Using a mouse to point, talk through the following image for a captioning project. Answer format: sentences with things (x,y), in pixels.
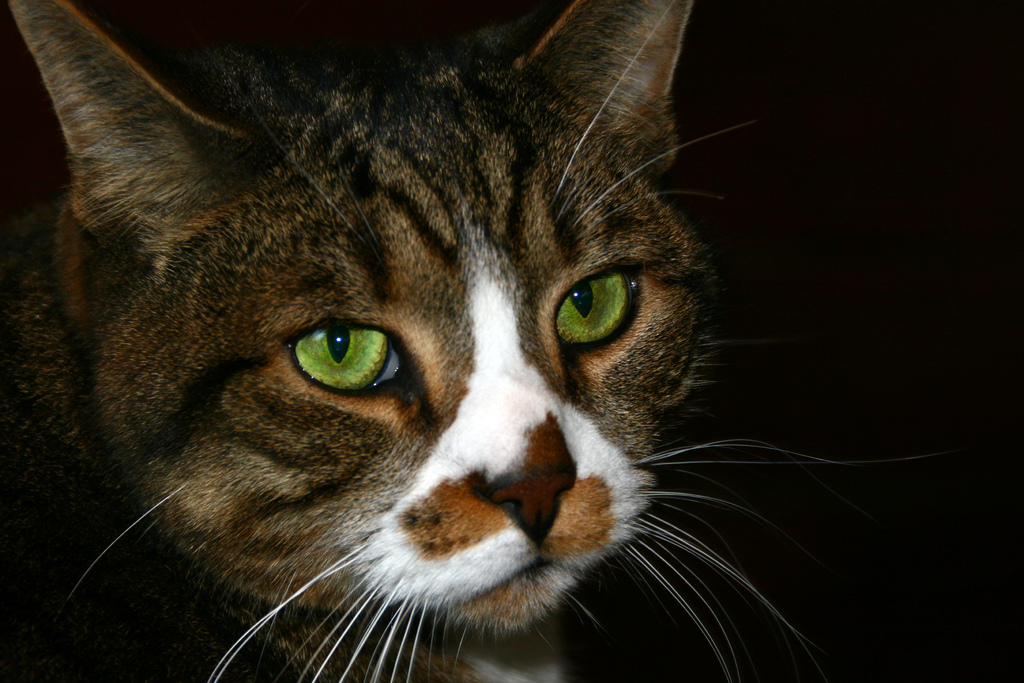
In this picture we can see a cat (704,289). In the background (814,113) it is dark.
